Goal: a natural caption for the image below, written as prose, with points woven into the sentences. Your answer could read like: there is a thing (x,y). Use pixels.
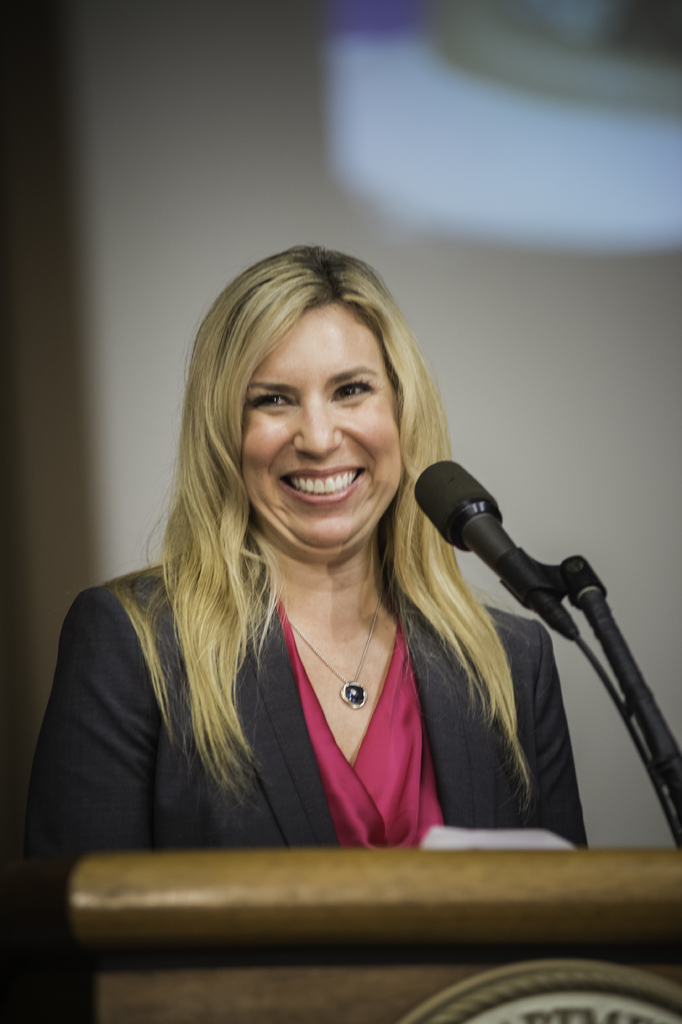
In this picture there is a lady (202,489) in the center of the image (279,563) and there is a desk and a mic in front of her.
